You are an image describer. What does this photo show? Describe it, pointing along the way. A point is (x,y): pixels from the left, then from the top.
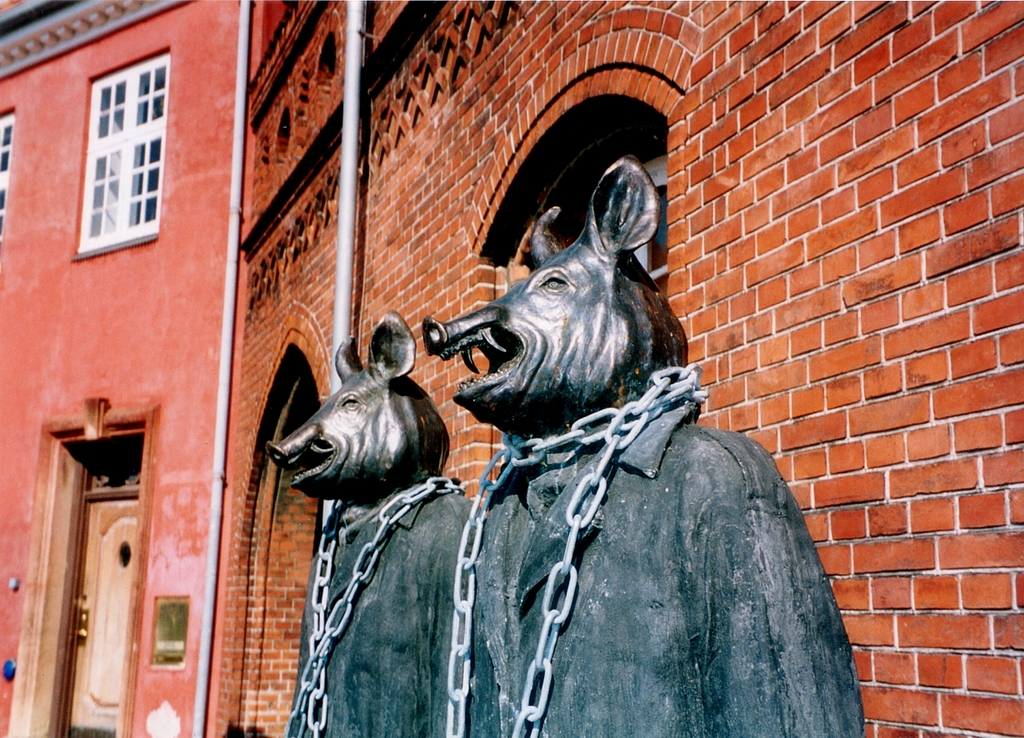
In this image in the center (373,435) there are two statues (431,585) and on the statues (417,595) there is some chain (568,559), in the background (207,172) there are some buildings (202,276) and pipes (346,218).
